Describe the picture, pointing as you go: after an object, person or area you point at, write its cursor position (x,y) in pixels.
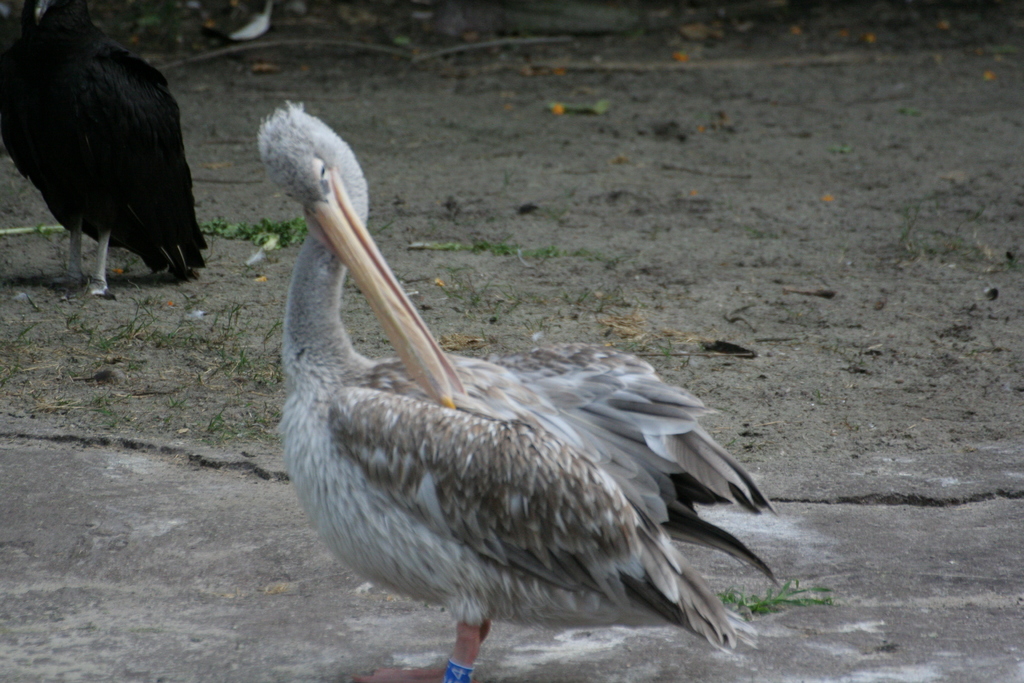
In this image we can see some birds (414,454) on the ground (140,400). We can also see some leaves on the ground (242,428).
